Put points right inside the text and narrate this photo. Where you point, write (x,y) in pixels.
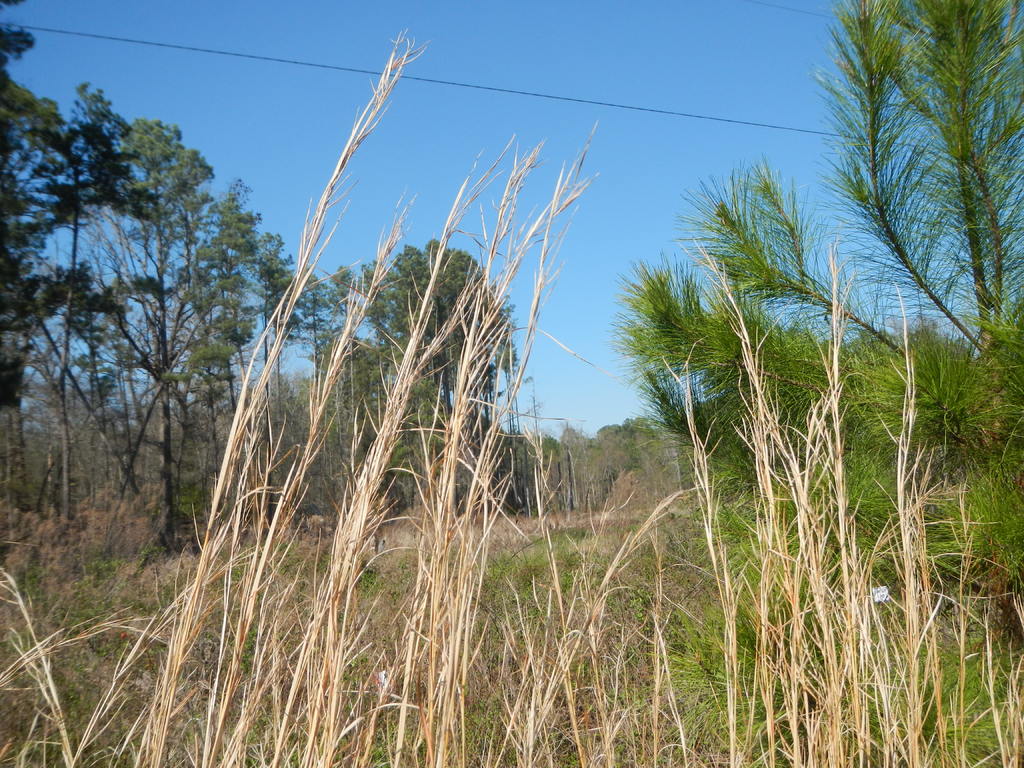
In this picture we can see there are plants (656,557), grass (579,540), trees (519,432) and the sky (605,221).
